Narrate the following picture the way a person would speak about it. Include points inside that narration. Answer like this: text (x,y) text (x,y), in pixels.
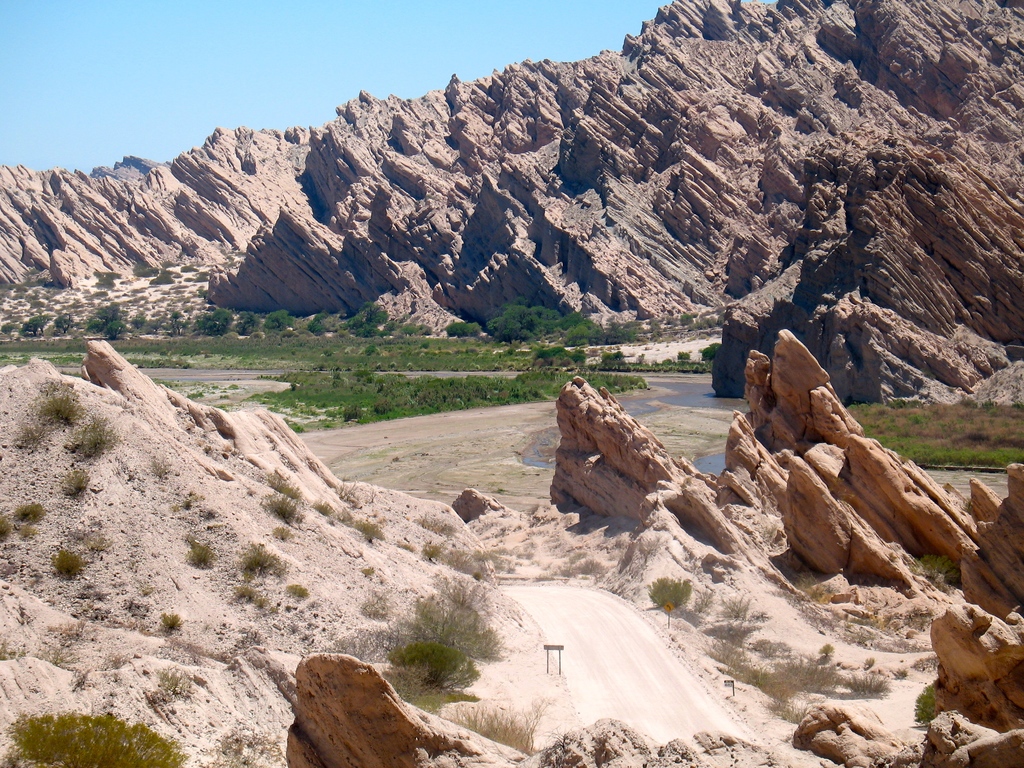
At the bottom (638,685) we can see path (638,685), rocks (918,477) and plants (432,657) on the ground (318,531). In the background (187,363) we can see water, trees (360,317) and grass (447,358) on the ground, mountain (862,241) and sky (121,67).
